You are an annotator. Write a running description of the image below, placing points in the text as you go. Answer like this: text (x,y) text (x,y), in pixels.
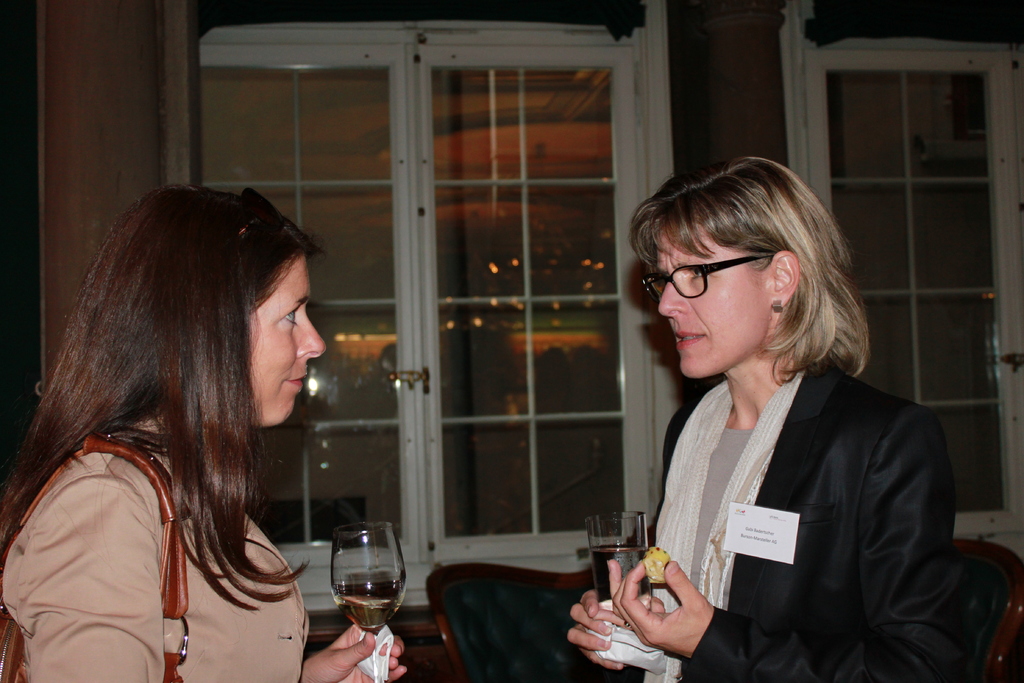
In this image I can see two women (628,591) standing and talking to each other and holding a wine glass (335,562). The women (786,496) at the right side (817,513) is holding some other object (646,571) on her hand (672,580), and the women (268,592) at the left side (177,575) is wearing a hand bag (163,584). At background (575,349) I can see a window (479,274). At the bottom right side of the image (998,611) I can see a chair (976,603).
